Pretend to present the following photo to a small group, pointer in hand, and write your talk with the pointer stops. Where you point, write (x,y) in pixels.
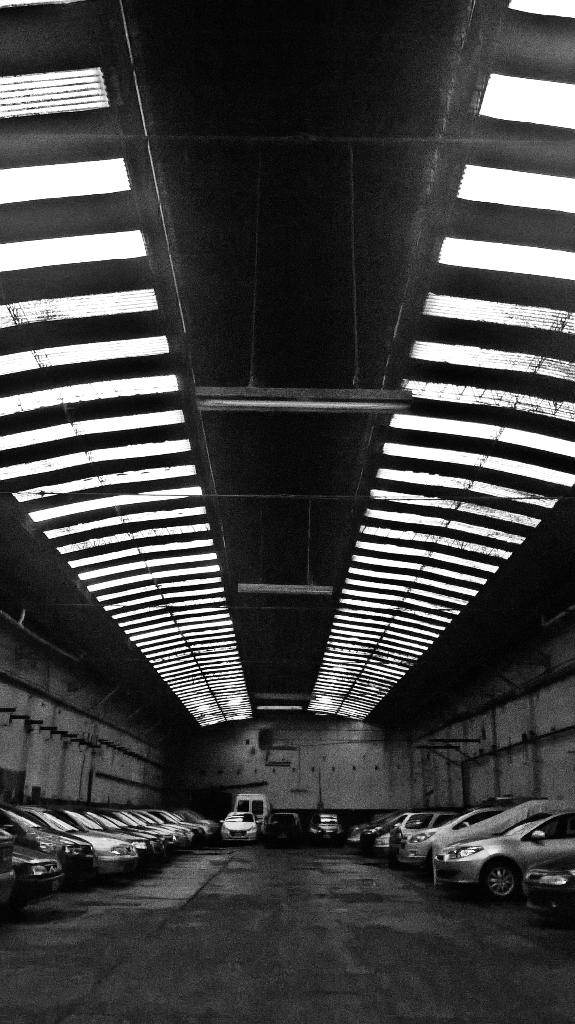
In this image at the bottom (226,913) there are many cars (297,836), floor (391,872). In the middle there is wall (321,794). At the top (304,275) there are lights (379,604), roof (358,462) and shed (25,548).
